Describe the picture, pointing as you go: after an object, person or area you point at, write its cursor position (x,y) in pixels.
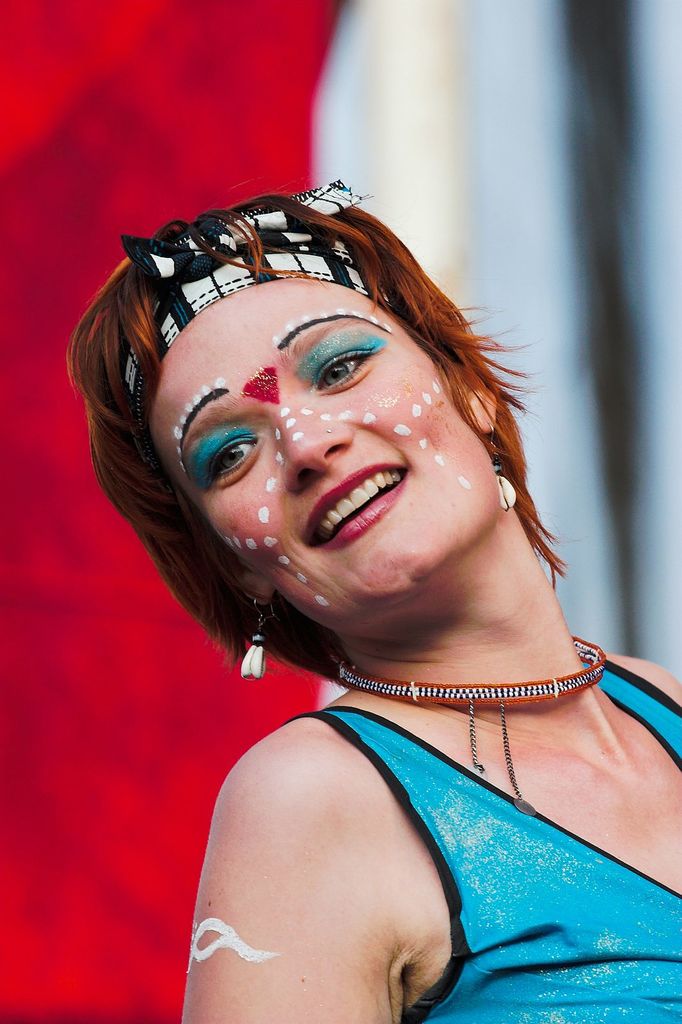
In this picture we can see a woman (402,742) smiling and in the background (335,106) it is blurry.
